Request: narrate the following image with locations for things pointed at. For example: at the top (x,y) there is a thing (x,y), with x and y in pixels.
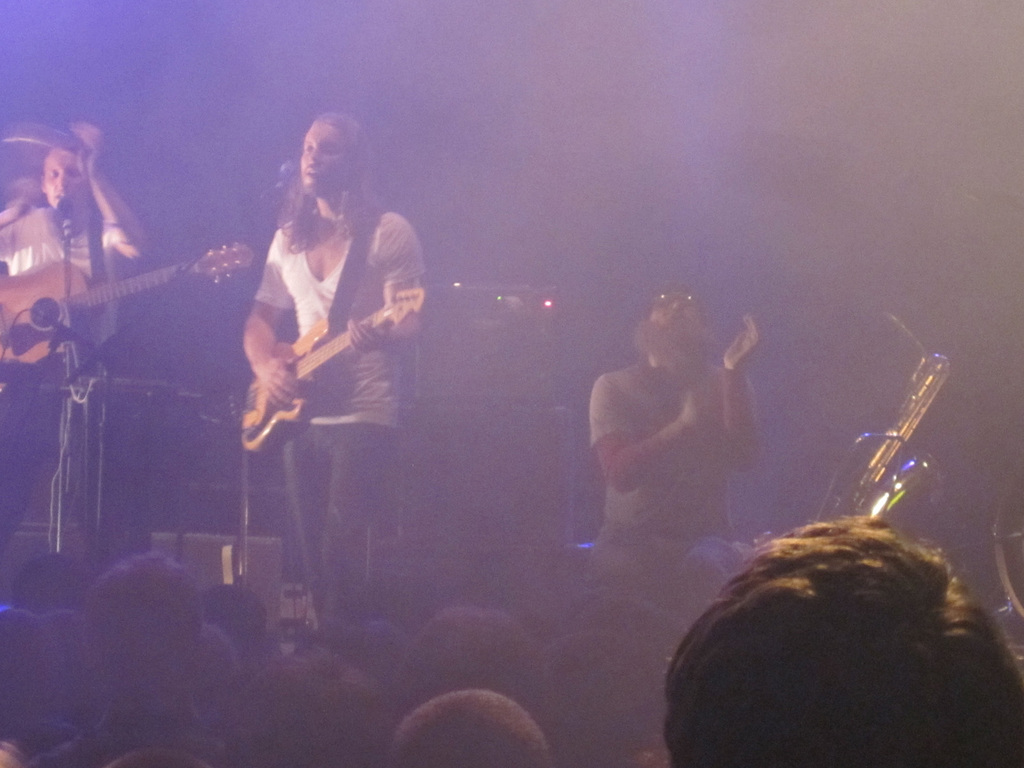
In this picture we can see three man (89,138) on the stage (554,486) and crowd (74,635) of people (276,719) listening to their music middle one is playing the guitar (302,338) and also left side (27,250) boy (30,197) is singing and on right side (712,562) person (719,449) is sitting on the stage (610,576) and doing some activity and in the background (473,308) we can see some lights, speakers (469,386). They are singing in front of the mic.
